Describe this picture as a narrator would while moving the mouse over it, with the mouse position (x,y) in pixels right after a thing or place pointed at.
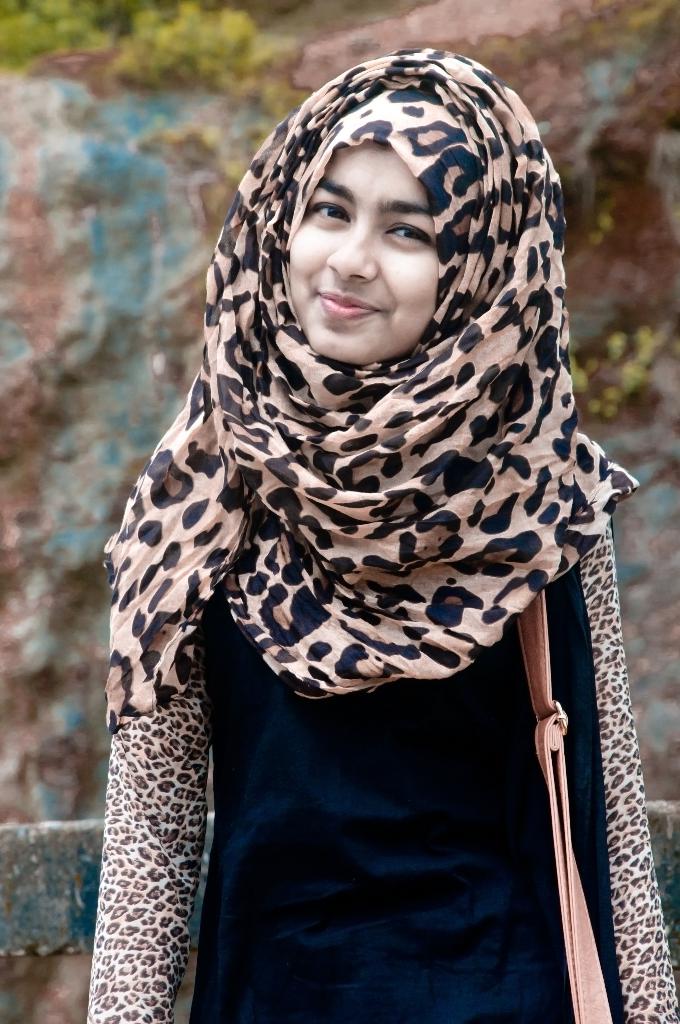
There is a woman (347,232) standing and smiling and wearing bag (562,911). In the background (107,6) it is blurry and we can see plants (179,5).
